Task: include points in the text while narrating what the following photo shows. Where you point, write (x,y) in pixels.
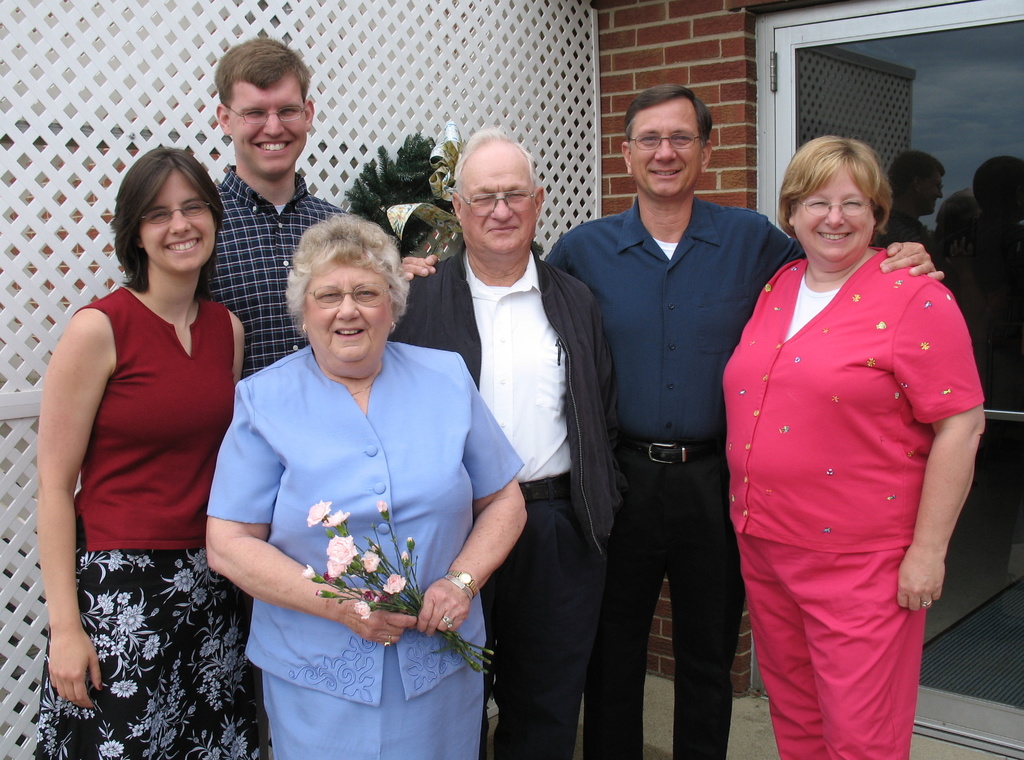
In this picture there is a woman (481,683) standing and smiling and holding the flowers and there are group of people (133,302) standing and smiling. At the back (400,245) there is a plant (400,245) on the wall (110,17). On the right side of the image (994,14) there is a door (1001,724) and there is a reflection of group of people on the mirror (980,274) and there is a reflection (862,125) of wall (878,104) and sky (952,94) on the mirror (965,95). At the bottom (757,723) there is a floor (741,731).
